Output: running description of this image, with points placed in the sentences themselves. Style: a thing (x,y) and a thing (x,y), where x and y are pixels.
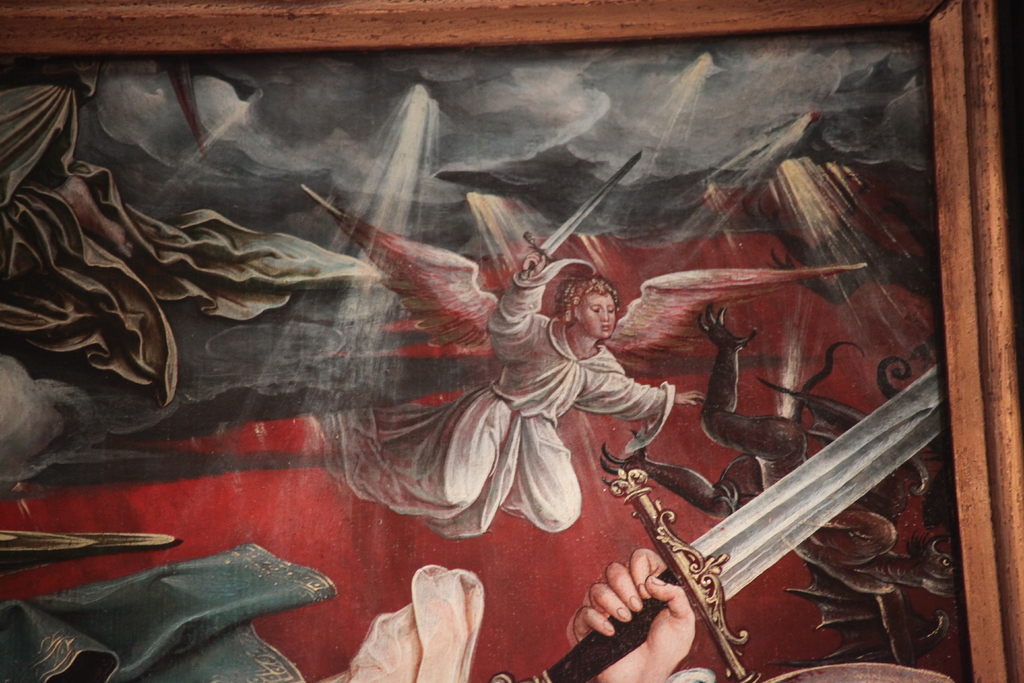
In this image we can see a photo frame (559,178) of a painting (412,280), we can see two persons (568,337) holding the swords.
